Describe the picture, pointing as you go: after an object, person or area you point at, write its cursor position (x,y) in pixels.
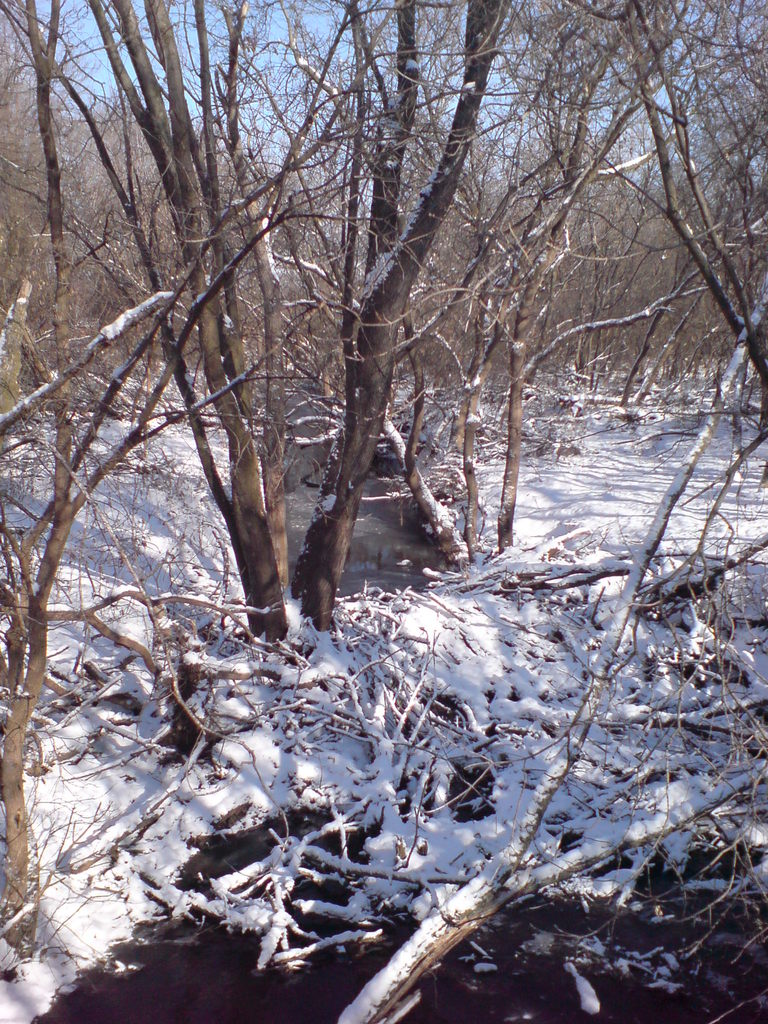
In this image I can observe trees (140,345). There is some snow (213,704) on the land (485,534).
